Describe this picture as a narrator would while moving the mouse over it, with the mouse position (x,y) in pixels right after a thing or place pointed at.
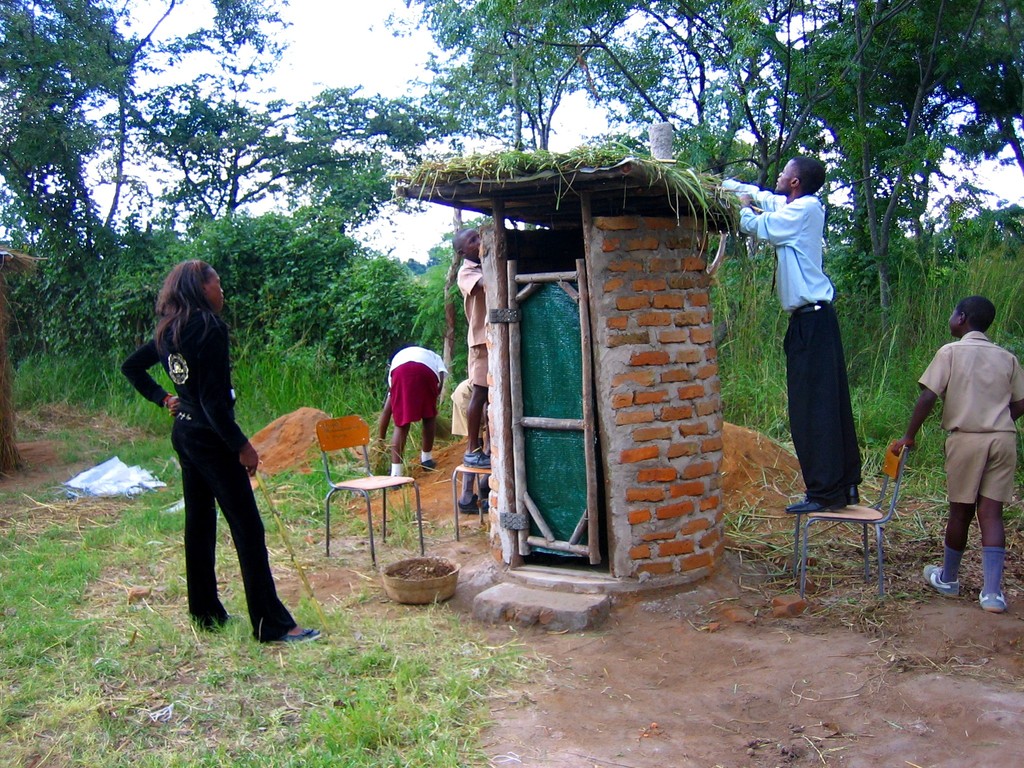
In this image at the center (545,356) there is a building (627,406) and people (793,424) were standing around the building (678,395). At the back side (17,184) there are trees (480,78) and sky (293,55). We can see grass (158,638) on the surface (86,548).
